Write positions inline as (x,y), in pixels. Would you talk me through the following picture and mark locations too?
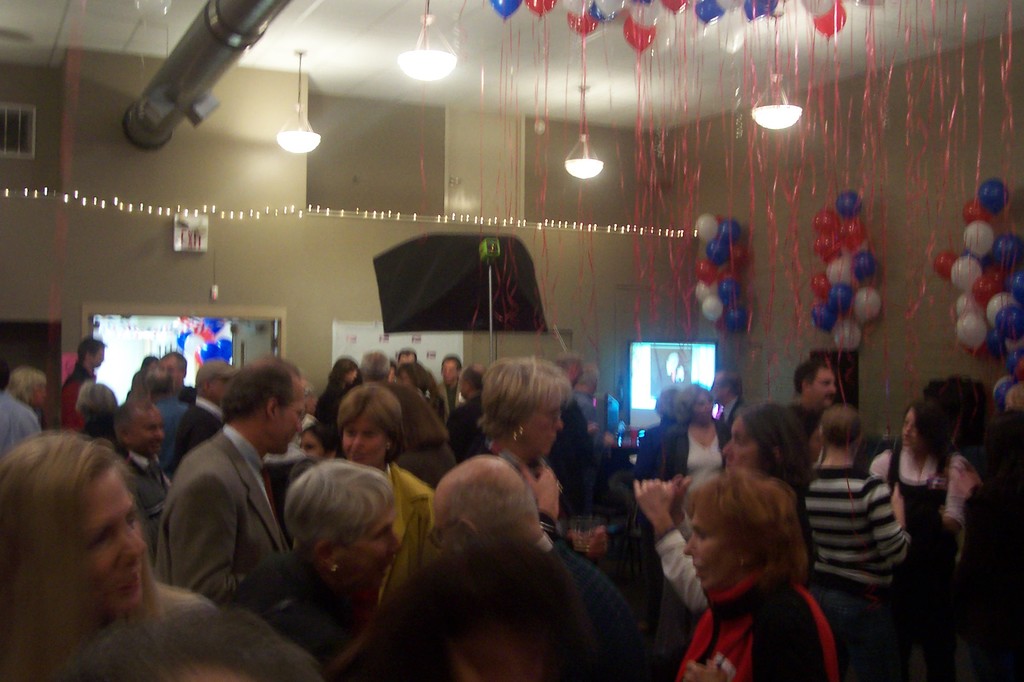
In this image there is a crowd (483,470) at the bottom (541,458), in the middle (575,298) there is the wall (154,207), there are balloons (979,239), lights (302,148) hanging, ribbons (65,108), pipe line (259,17) visible at the top of roof (712,49) and there are some screens (696,352) and poles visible in the middle (416,290) and bunch of balloons (867,277) attached on the right side (1007,247).
